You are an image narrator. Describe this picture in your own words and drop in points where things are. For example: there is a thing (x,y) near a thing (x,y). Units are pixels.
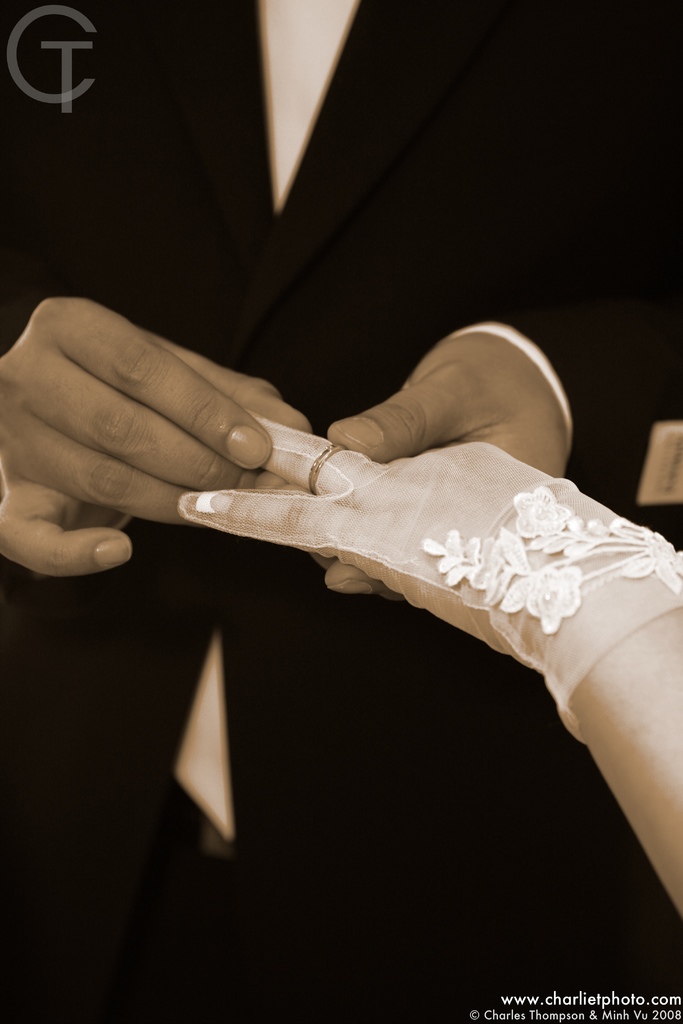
In this image there are hands (374,560) of two different persons (263,530). To the right (617,552) there is a hand (473,511) of a person (448,544) is wearing a glove (470,544). In the background (237,171) there is a blazer (239,670). In the top left (92,81) there is text (64,88) on the image. In the bottom right (527,1000) there is text (561,1006) on the image.
